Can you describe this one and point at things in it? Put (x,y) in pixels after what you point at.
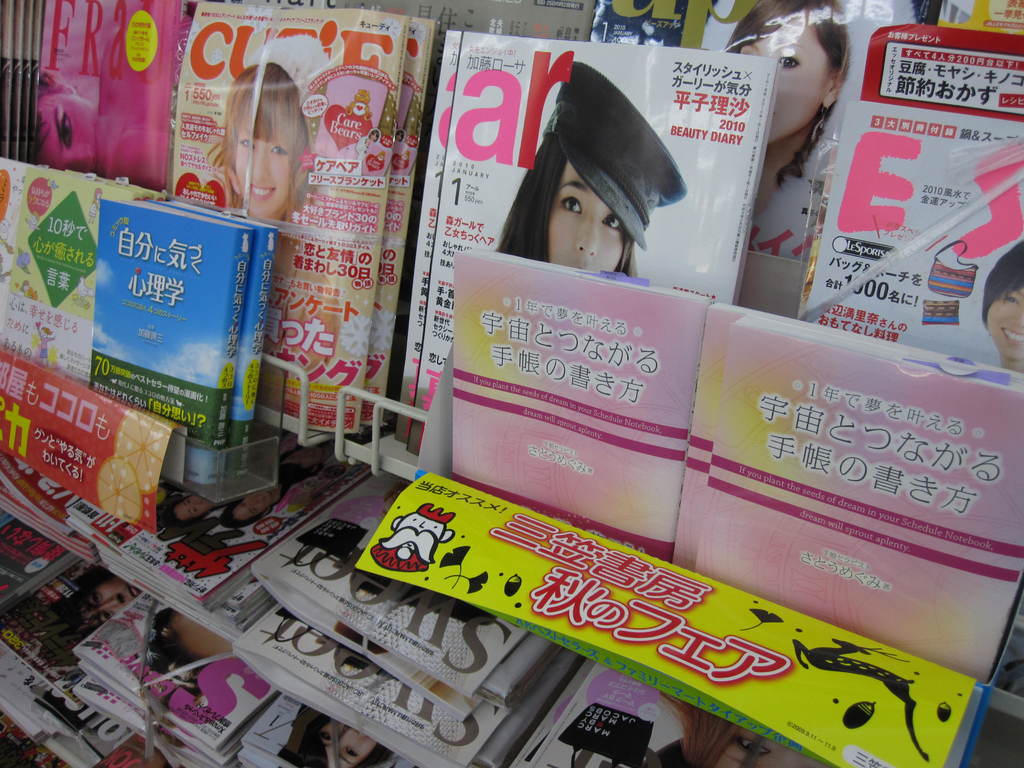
In this picture we can see a few books (804,464) and magazines (515,69) in the racks (732,576).
